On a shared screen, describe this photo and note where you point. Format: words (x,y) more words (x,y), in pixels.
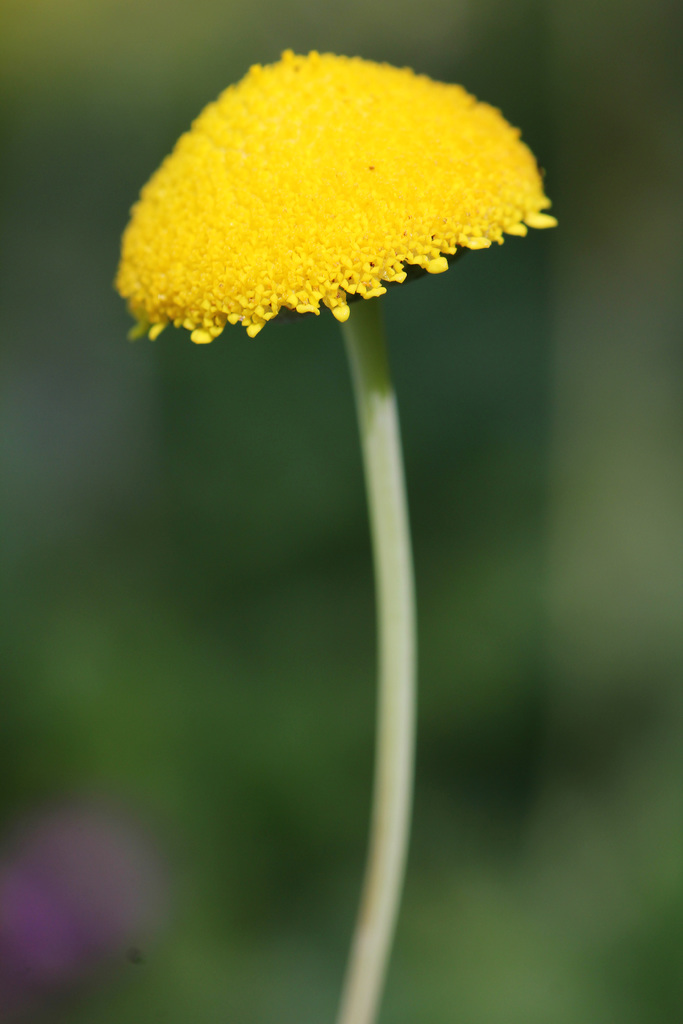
The picture consists of a yellow color flower (369,272). The background (12,727) is blurred.
